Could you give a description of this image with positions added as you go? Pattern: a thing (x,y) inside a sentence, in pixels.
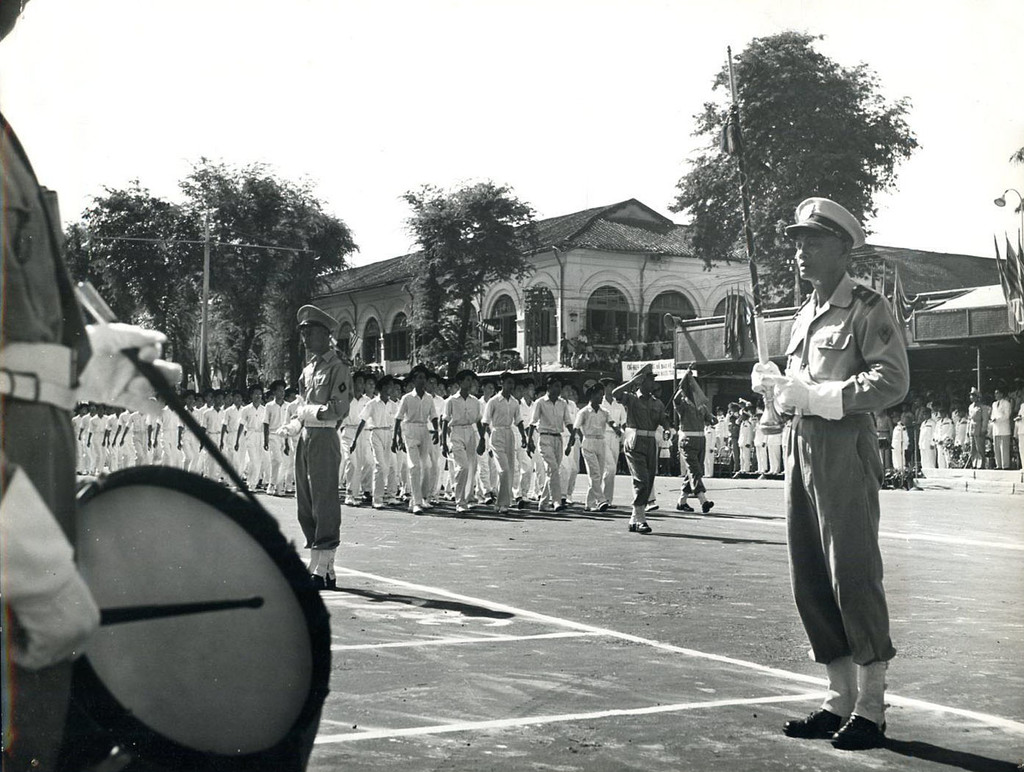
a parade (482,448) is going on on the road (677,616). in the front (312,439) 2 people (802,330) are standing wearing uniform (836,560). at the left (55,394) a person (30,472) is playing drums (172,600). people (256,462) performing parade (504,431) are wearing white uniform (560,411). at the right (892,434) people (933,424) are standing and watching them. at the back (771,106) there are trees (766,140), poles (209,244) and buildings (580,310).
